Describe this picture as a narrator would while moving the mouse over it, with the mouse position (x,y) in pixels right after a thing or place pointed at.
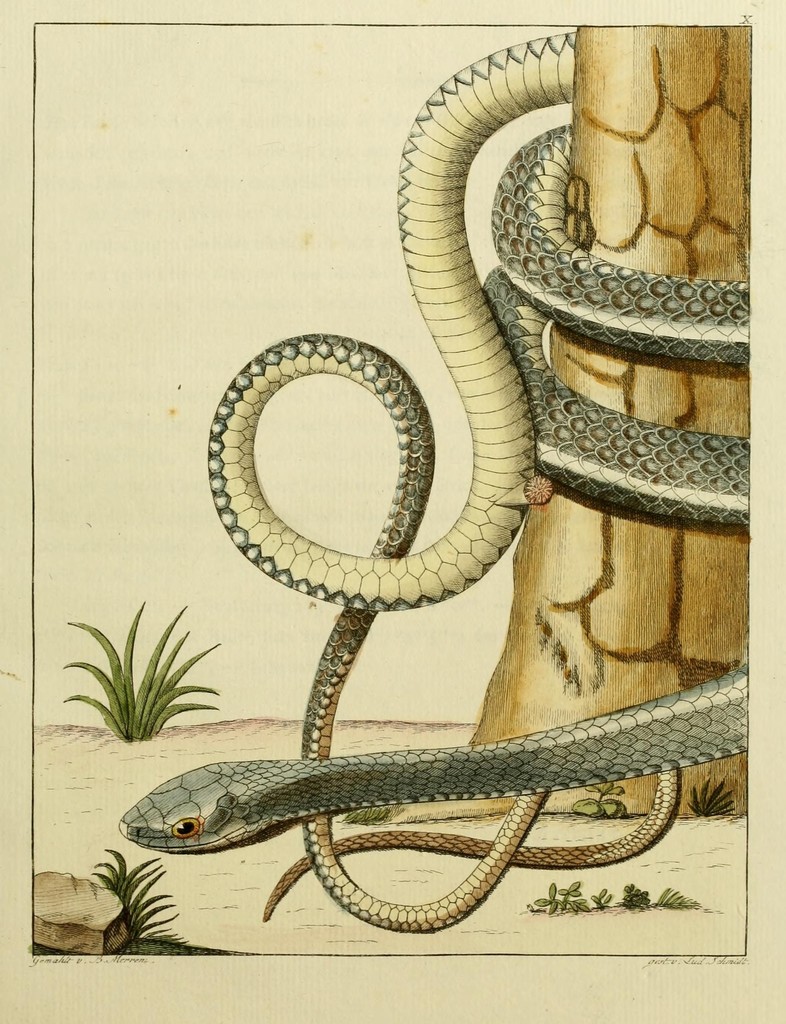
This looks like a paper (359,220). I can see the picture of a snake (421,507), which is around a tree trunk (678,395). I think this is the grass (164,681) and a rock (82,906).
